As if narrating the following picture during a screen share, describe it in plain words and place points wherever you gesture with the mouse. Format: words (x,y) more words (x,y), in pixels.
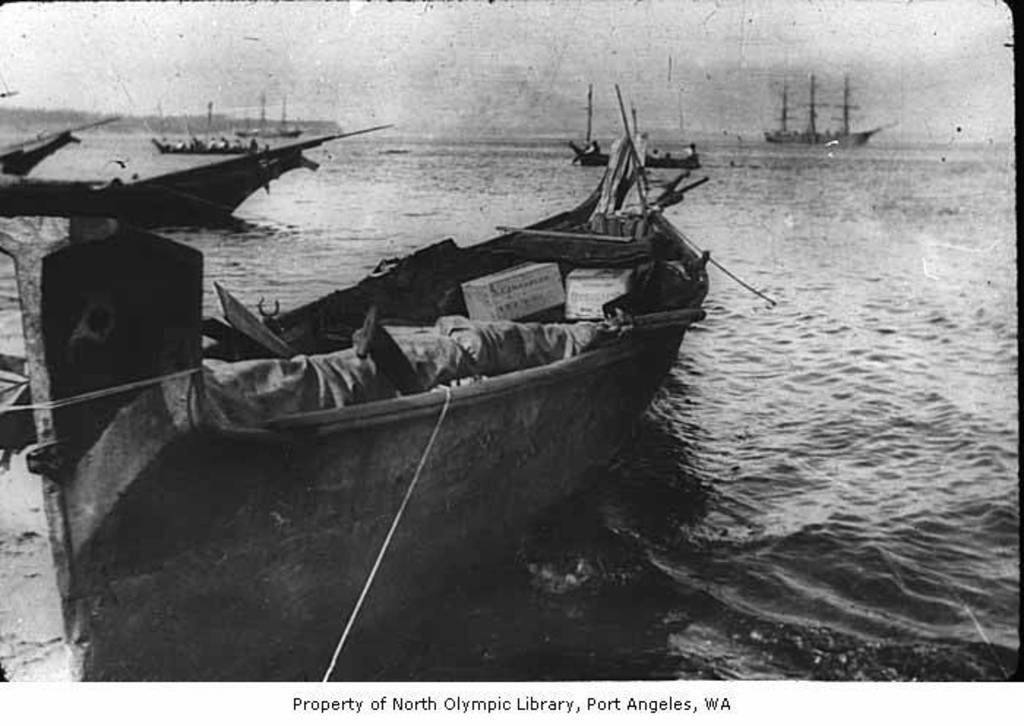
It is a black and white image. In this image we can see the boats (272,179) on the surface of the river (740,406). We can also see the sky (596,23) and at the bottom (404,698) we can see the text (608,707).
